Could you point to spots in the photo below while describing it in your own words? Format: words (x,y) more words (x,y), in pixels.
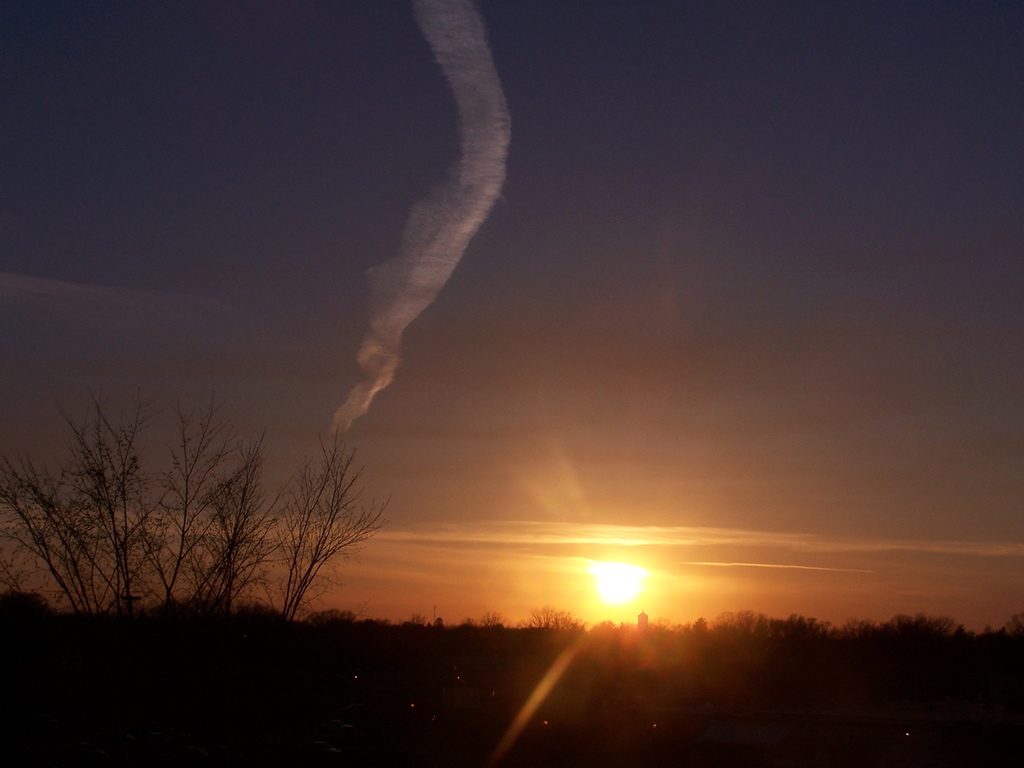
In the image in the center (505,305), we can see the sky (891,326), sun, trees (234,539) and smoke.
